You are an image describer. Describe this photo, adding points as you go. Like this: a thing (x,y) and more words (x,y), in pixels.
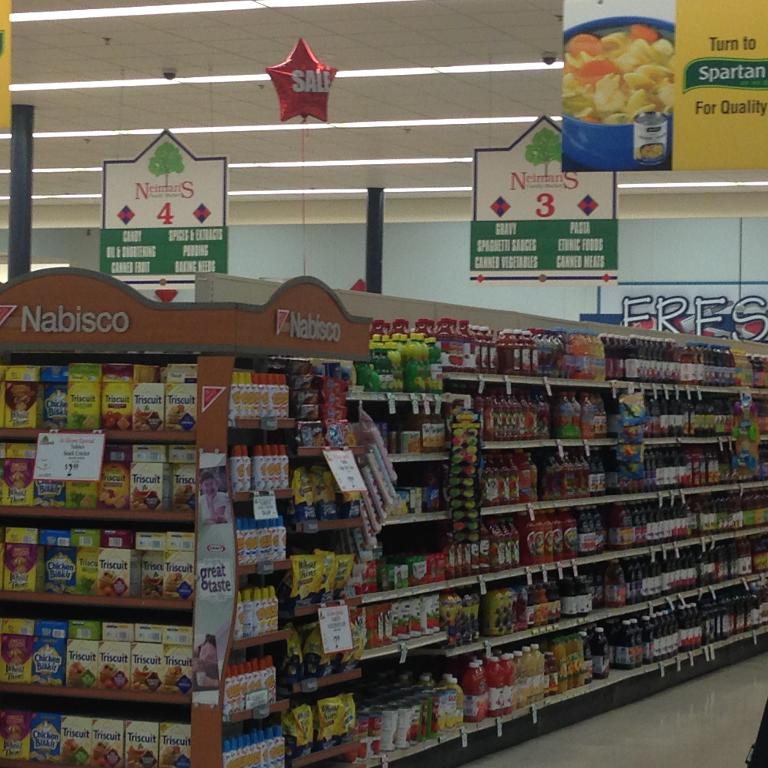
In this picture I can see there is a super market (380,557) here and it has some groceries (320,661) and there are some lights (347,4) and boards (620,100) attached to the ceiling (356,13).
